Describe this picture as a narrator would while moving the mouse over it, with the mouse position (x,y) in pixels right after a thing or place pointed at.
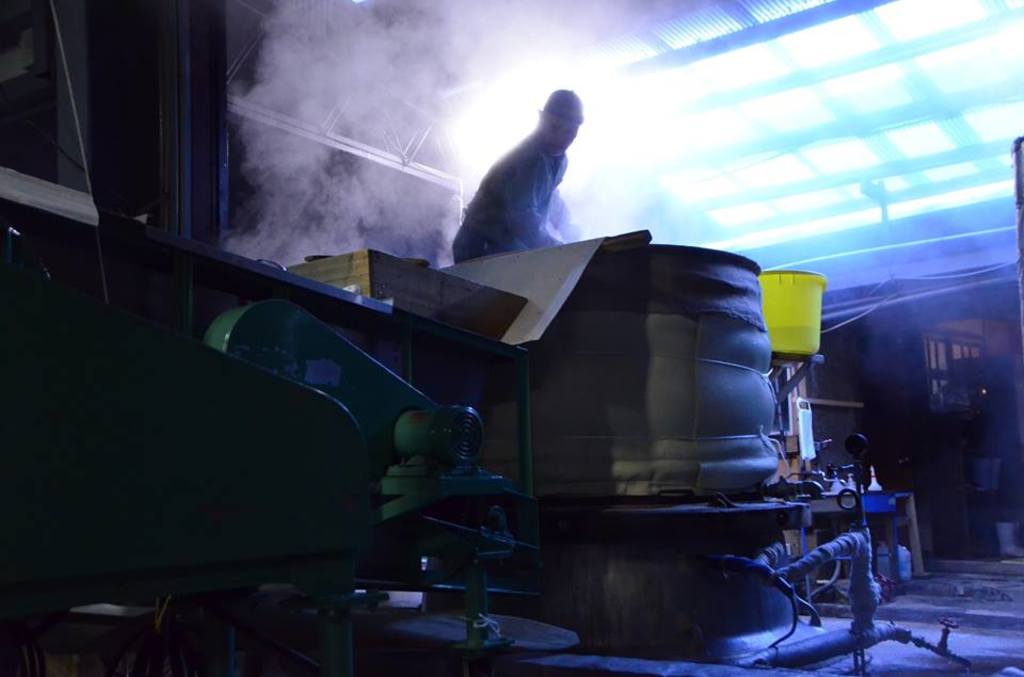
In the center of the image (610,305), we can see a person (511,189) and a large container (751,366) and a bucket (796,335) and there is a machine (271,313). In the background (287,97), there is smoke (259,106) and there are some objects (871,481) on the table (859,506). At the top (874,109), there is a roof (915,146) and at the bottom (948,608), there is a floor (947,595).
